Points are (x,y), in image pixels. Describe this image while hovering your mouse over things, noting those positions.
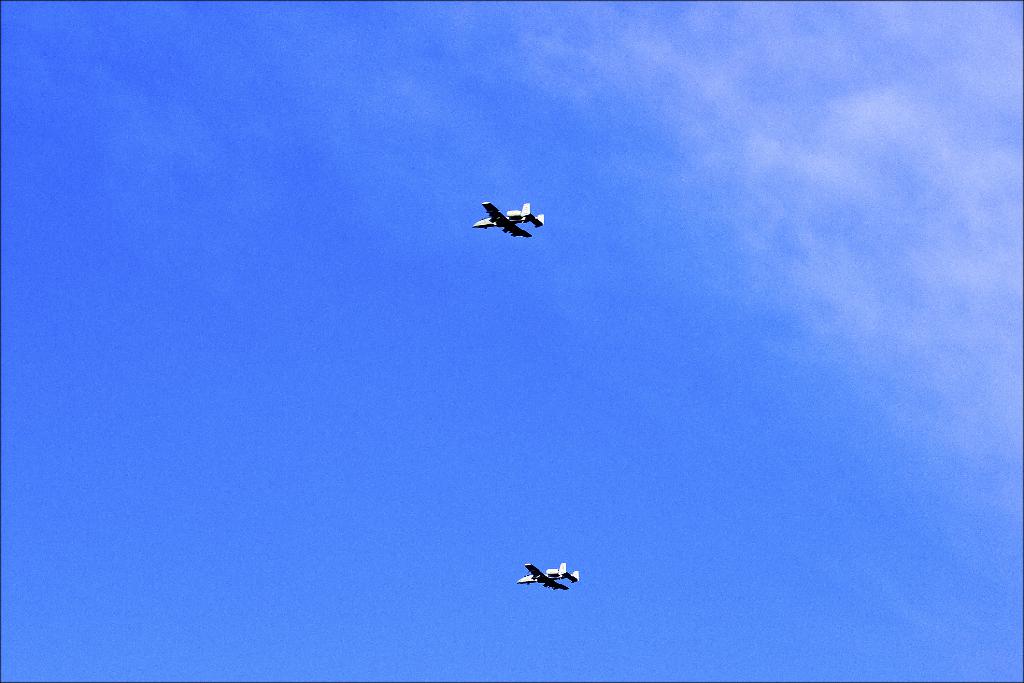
In this picture we can see two airplanes (520,232) flying in the air (460,244), in the background (364,346) there is the sky (330,343).
